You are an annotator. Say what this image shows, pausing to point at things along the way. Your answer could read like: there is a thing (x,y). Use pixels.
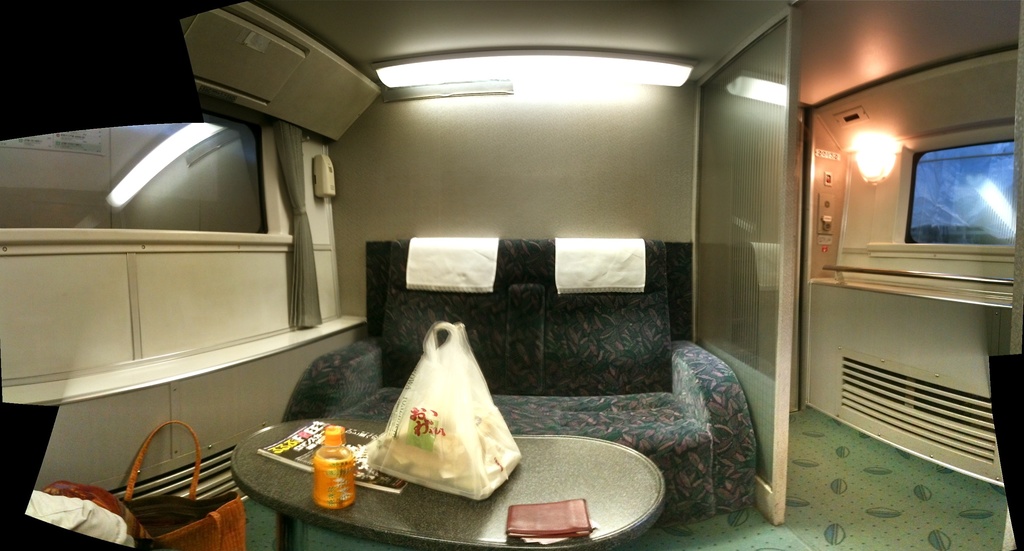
This picture is clicked inside. In the center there is a table (588,453) on the top of which a bag (385,453), bottle (314,461), book (291,452) and an object (536,521) is placed. On the left (180,510) there is a bag (184,519) placed on the ground (247,527) and there is a couch (509,339). On the left (240,166) we can see a window (152,161), roof (477,27) and the light (523,64). On the right (709,169) there are some objects (931,401).
